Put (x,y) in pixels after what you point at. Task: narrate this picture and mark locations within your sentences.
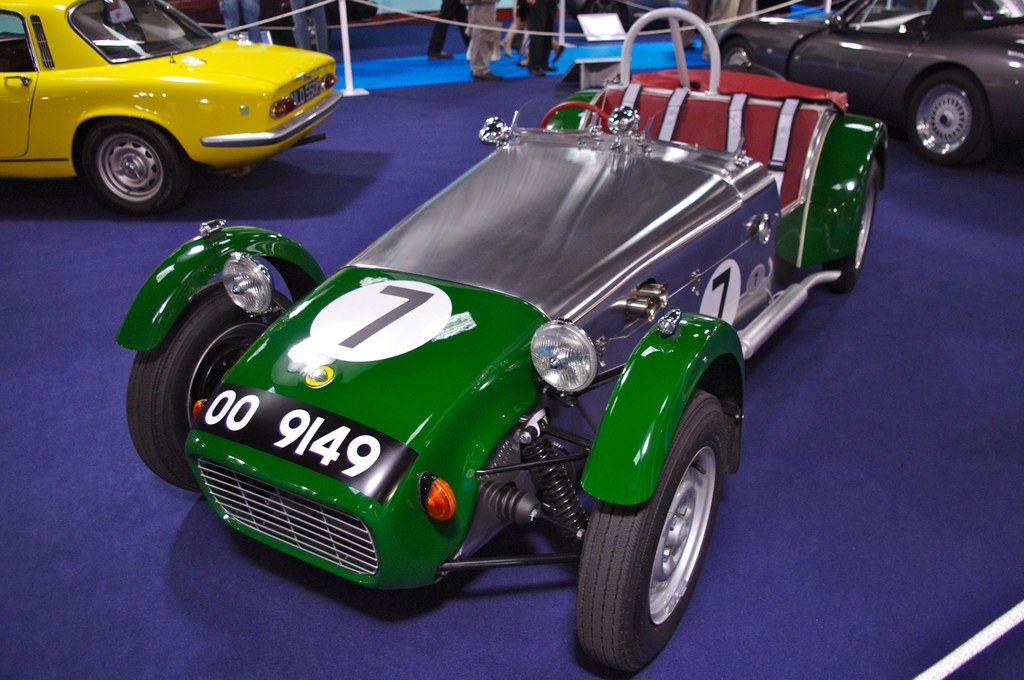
In this image, there are a few people (691,2). We can also see some vehicles (594,123). We can see the ground (585,52). We can see some poles (344,4) with ropes (363,3). We can also see a board (618,30).
